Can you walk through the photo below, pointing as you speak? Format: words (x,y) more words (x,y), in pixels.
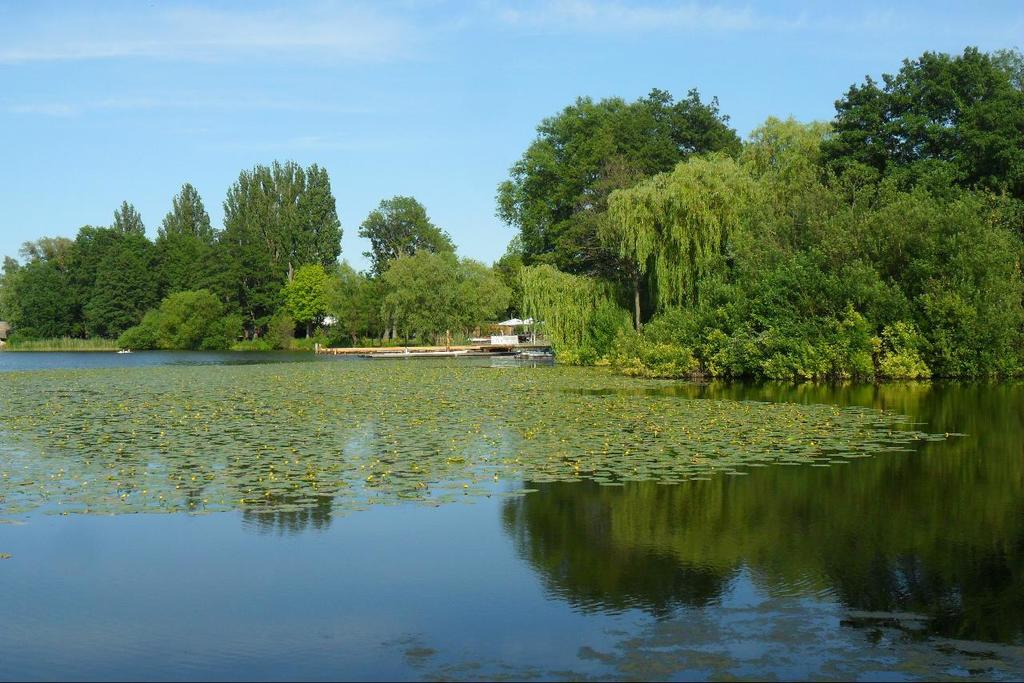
This image consists of water (423,658). In the background (165,222), there are many trees (742,224) and plants (416,339). At the top (312,64), there is a sky (327,78).
